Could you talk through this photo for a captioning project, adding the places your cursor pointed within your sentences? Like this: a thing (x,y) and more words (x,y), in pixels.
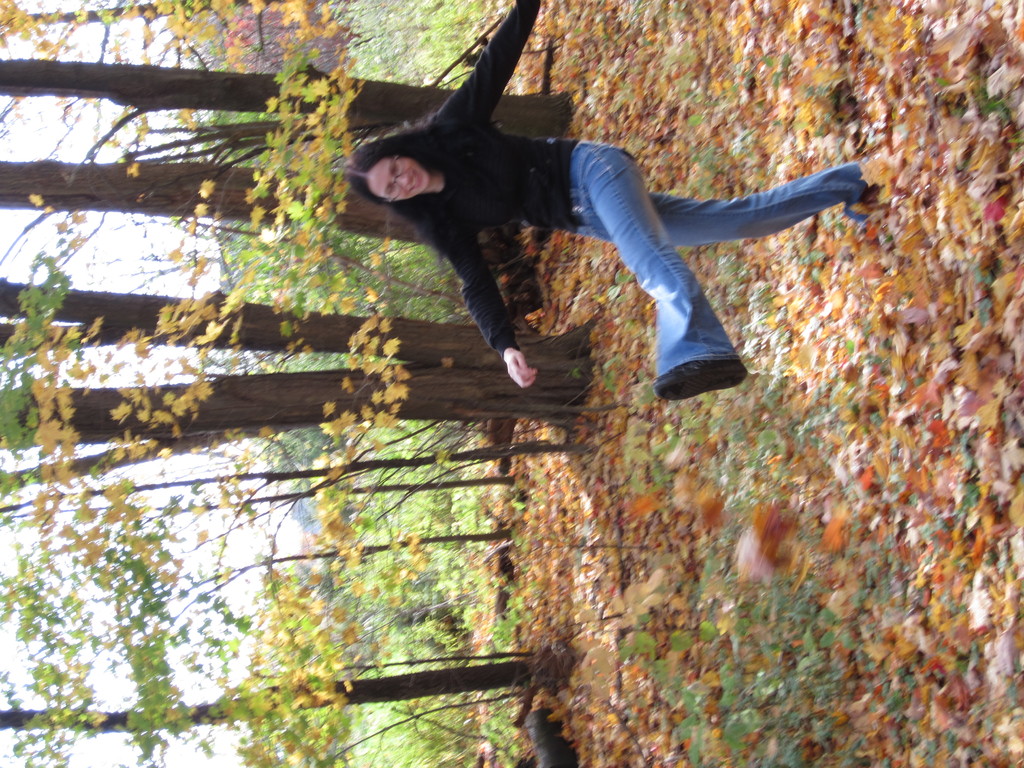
In this picture we can see a woman (467,182) standing in the front (483,189) wearing black jacket (498,203) and jeans (673,267), walking on the ground (600,263). Behind we can see the tall trees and in the front (736,315) bottom side there are some dry leaves (857,387).
